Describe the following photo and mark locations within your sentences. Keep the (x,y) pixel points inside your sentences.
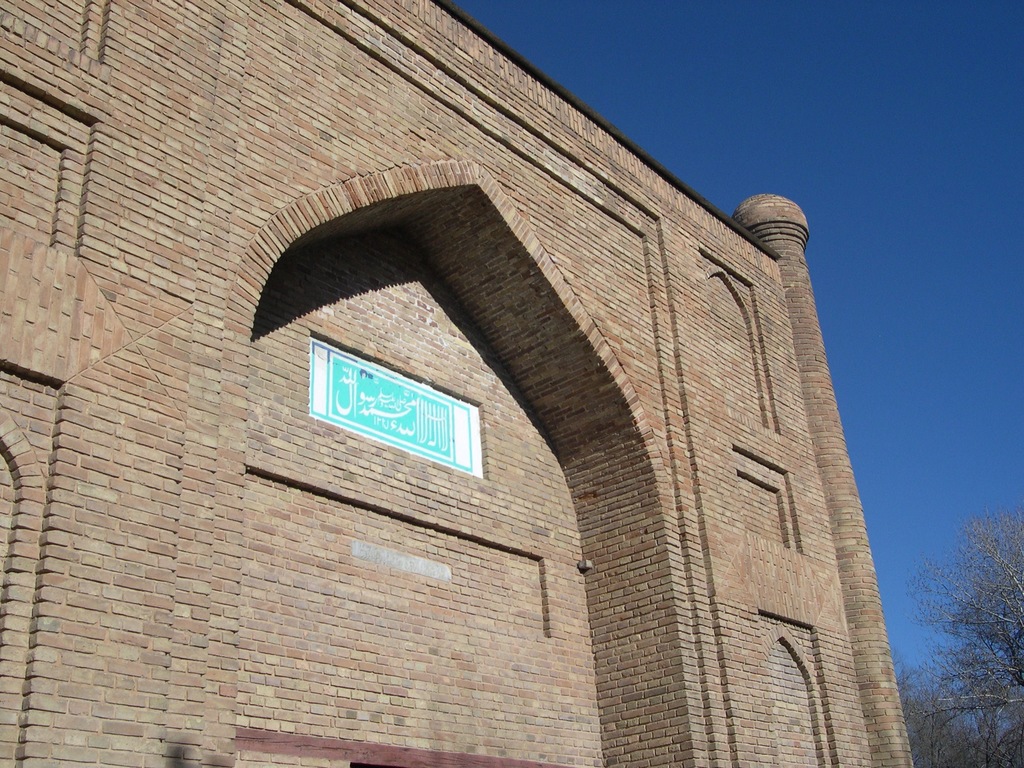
There is a building (407,508) with brick wall (482,549). On that there is a board (396,413) with white and blue color with something written. In the background (717,126) there is sky (896,316) and trees (961,657).
